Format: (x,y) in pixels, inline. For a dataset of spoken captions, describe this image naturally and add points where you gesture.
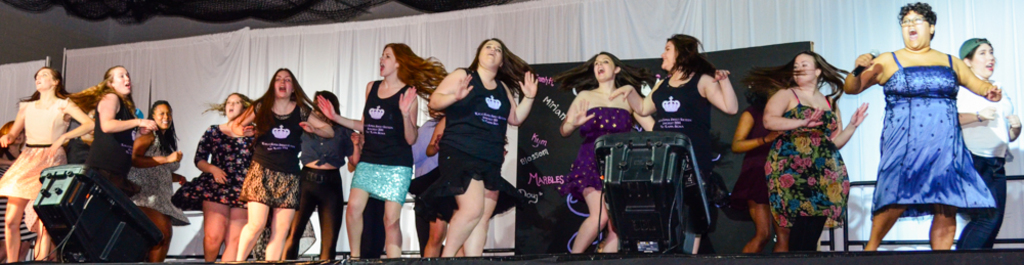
In the foreground (393,180) I can see a group of women (22,177) are performing a dance on the stage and speakers (74,216). In the background (345,192) I can see metal rods (865,183), curtains (456,63), poster (551,86) and a rooftop (88,9). This image is taken may be on the stage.
